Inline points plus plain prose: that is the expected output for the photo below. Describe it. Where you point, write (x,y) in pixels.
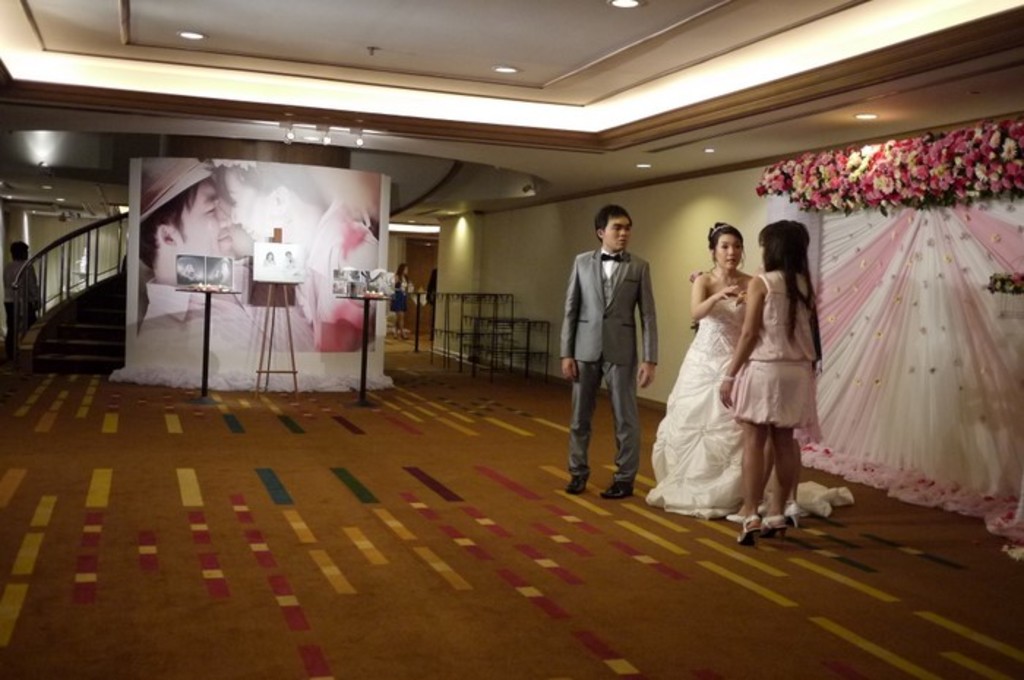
In the picture I can see two women (692,293) on the right side (777,305) and looks like they are having a conversation. There is a man (635,268) beside a woman (682,406) and he is wearing a suit (628,441). I can see the flower decoration (999,144) on the wall (931,231) on the right side (844,160). In the background (322,184), I can see the photo frame (333,193). There is a lighting arrangement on the roof (502,51). There is a staircase (49,316) and a man (18,310) on the left side (57,308). I can see two tables (206,310) and a drawing board stand (265,271) on the floor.
